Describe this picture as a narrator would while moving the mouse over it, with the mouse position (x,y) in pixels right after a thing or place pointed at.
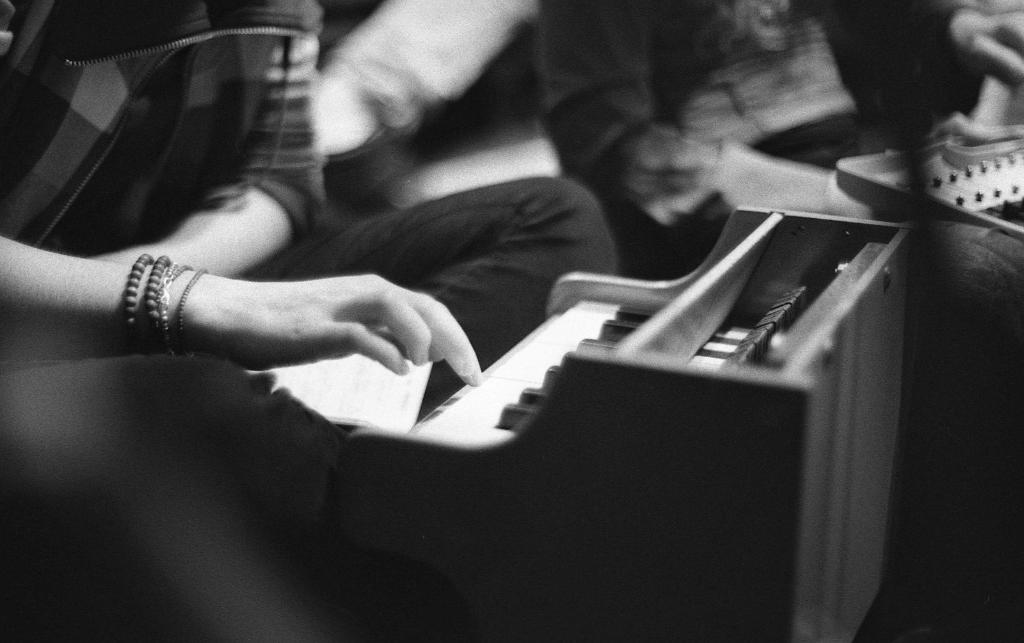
In the picture I can see a person (40,171) on the left side (218,125) though face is not visible. The person (235,75) is playing the piano (702,453).
